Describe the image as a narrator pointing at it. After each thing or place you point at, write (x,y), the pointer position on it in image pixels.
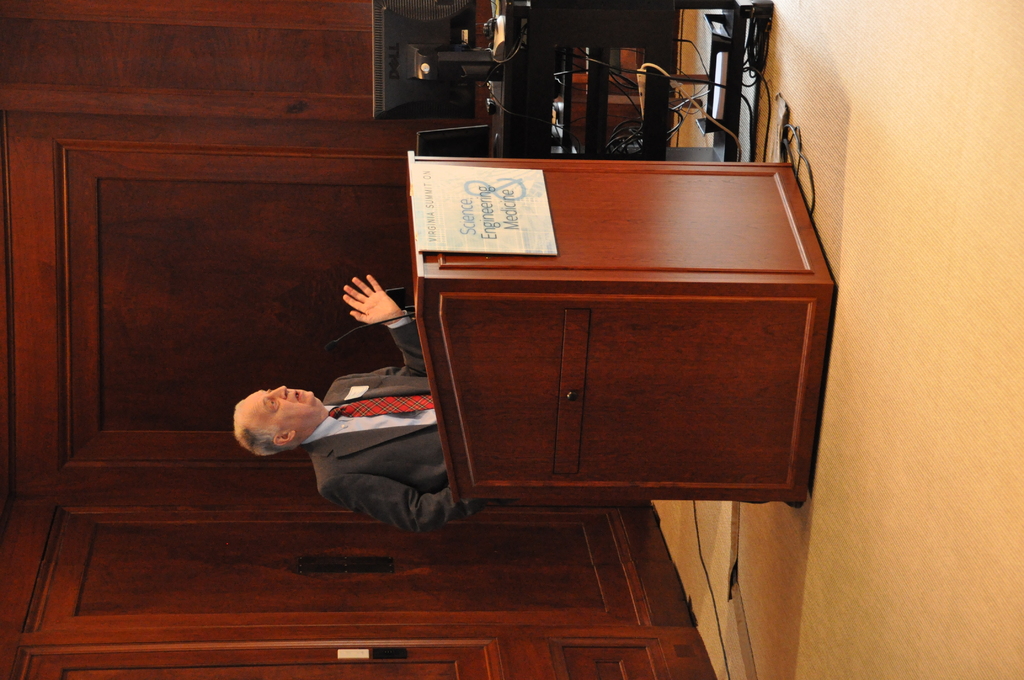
In this image i can see a podium (563,296) and a man (366,380) standing behind it. In the background (330,379) i can see a monitor (416,60) and a wooden wall (222,153).
